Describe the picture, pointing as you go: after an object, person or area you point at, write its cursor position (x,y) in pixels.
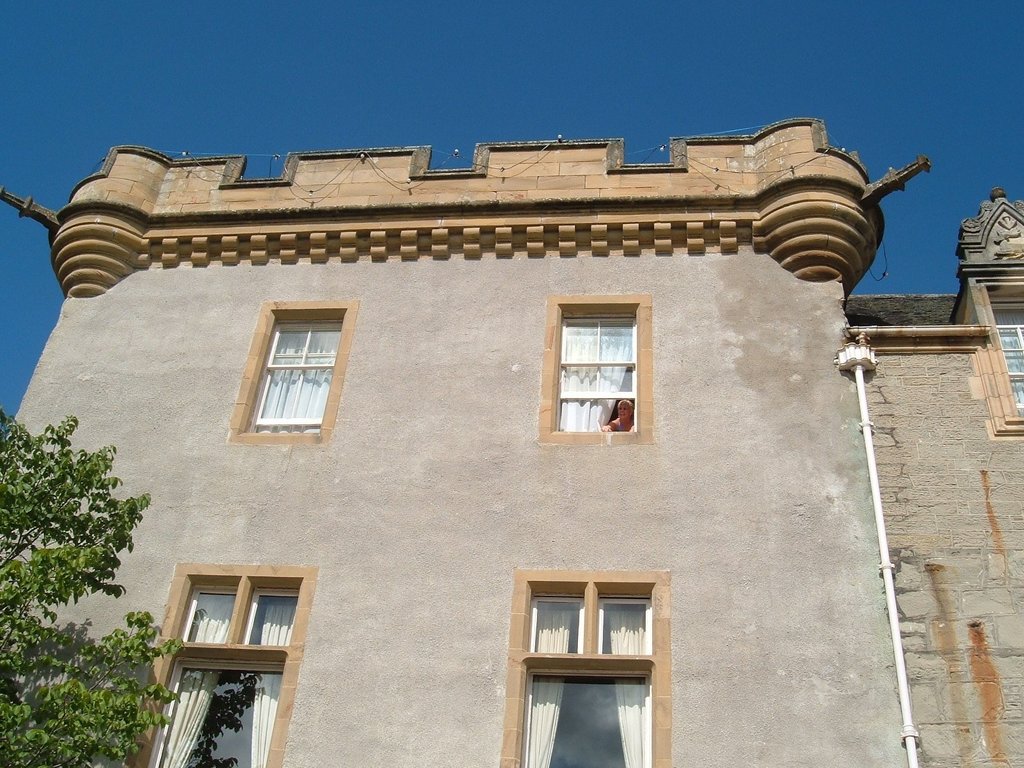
In this picture I can see there is a building (768,495) and there are few windows (594,394), the windows (630,381) have curtains (605,412) and there is a tree (83,695) on the left side (81,714) and there is a pipeline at the right side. The sky (154,123) is clear.
